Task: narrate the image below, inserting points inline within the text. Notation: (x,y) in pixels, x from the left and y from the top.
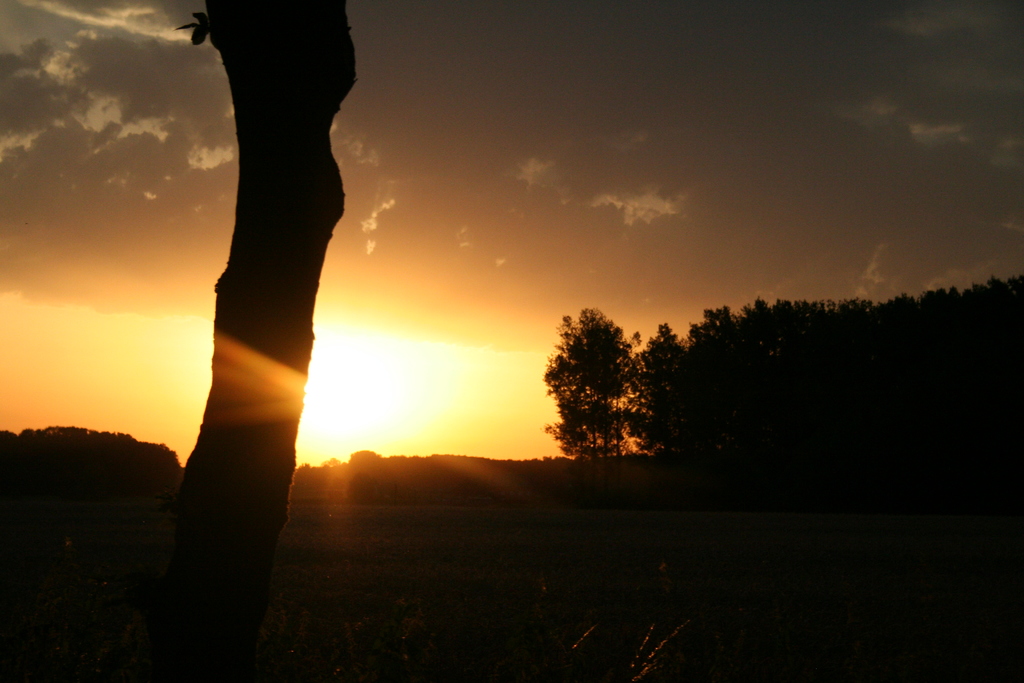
In this image I can see a trunk (291,394). Background (747,407) I can see trees (629,407), sun (329,399) and sky (597,100) is in gray color.
